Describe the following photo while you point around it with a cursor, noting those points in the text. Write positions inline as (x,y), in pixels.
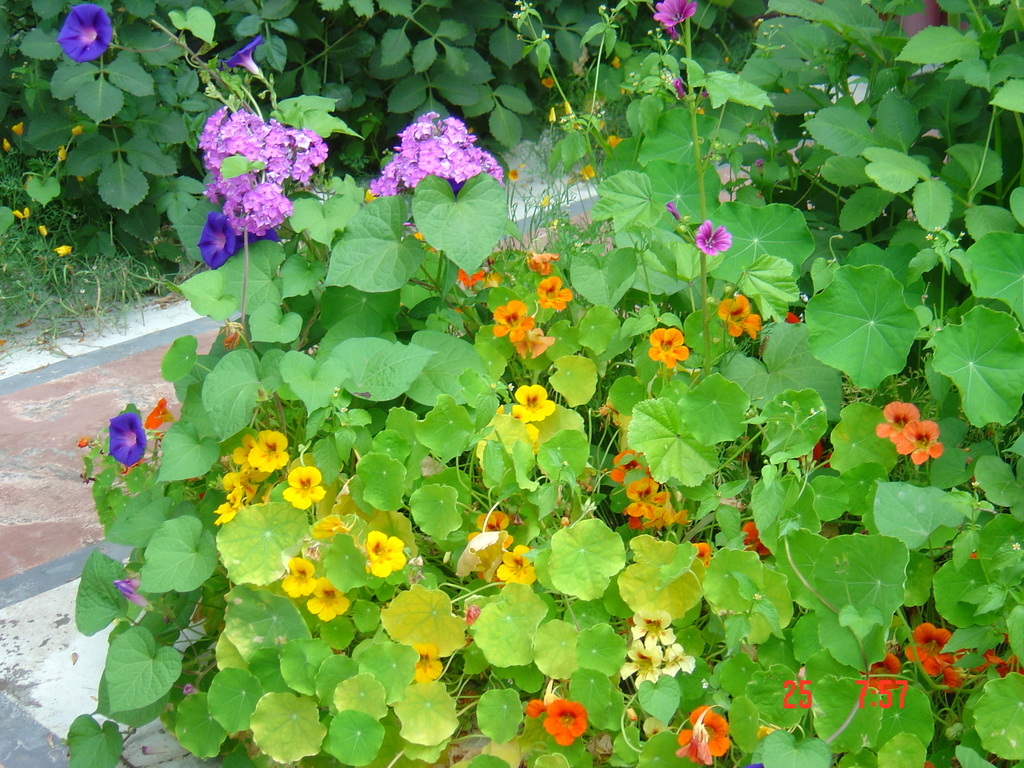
In this image, we can see some green color leaves (1011,273) and there are some flowers (911,439).
